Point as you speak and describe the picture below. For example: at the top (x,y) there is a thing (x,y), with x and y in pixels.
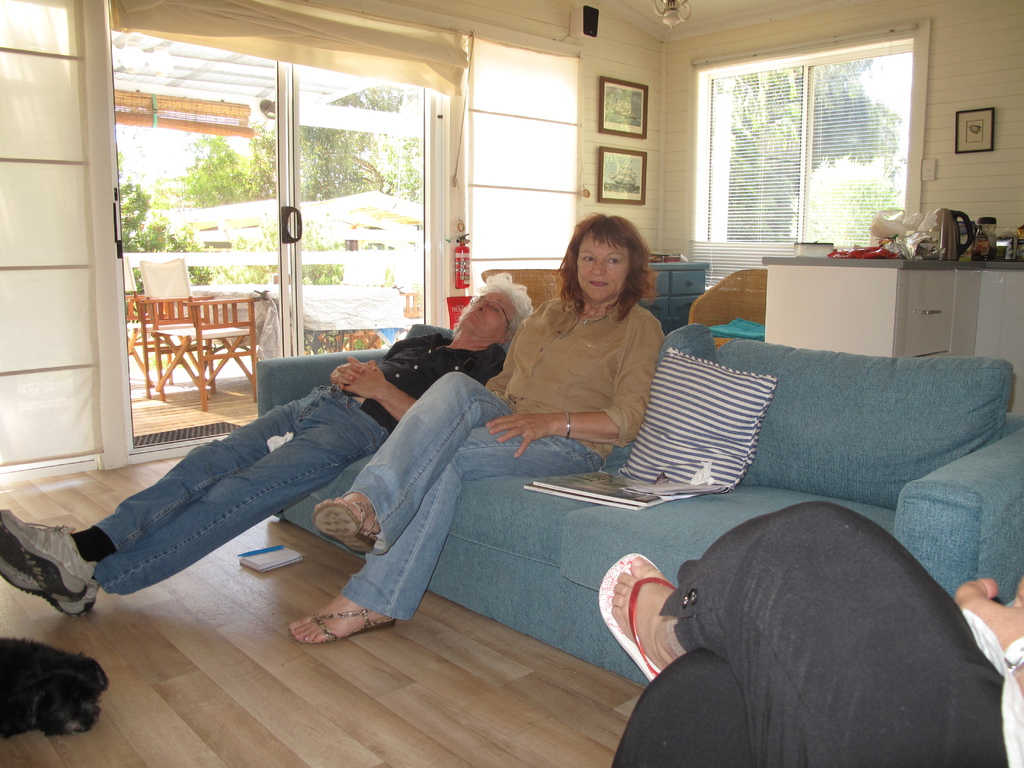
In this image I can see two women (383,449) are sitting on a sofa (872,387). Here I can see a leg (758,618) of a person (901,614). I can also see few chairs (190,314) and number of trees (181,240).
